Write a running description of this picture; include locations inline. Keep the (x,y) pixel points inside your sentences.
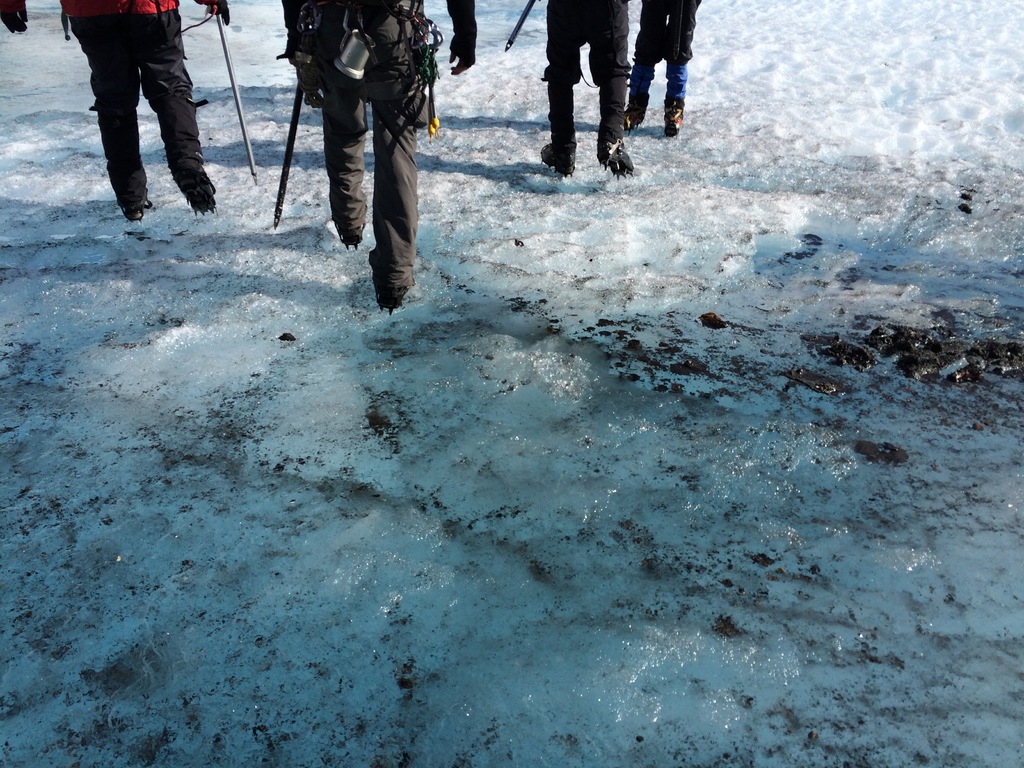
In this image we can see persons (336,125) walking on the snow (488,190) and there are holding objects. At the bottom (438,632) we can see the ice (396,566).
